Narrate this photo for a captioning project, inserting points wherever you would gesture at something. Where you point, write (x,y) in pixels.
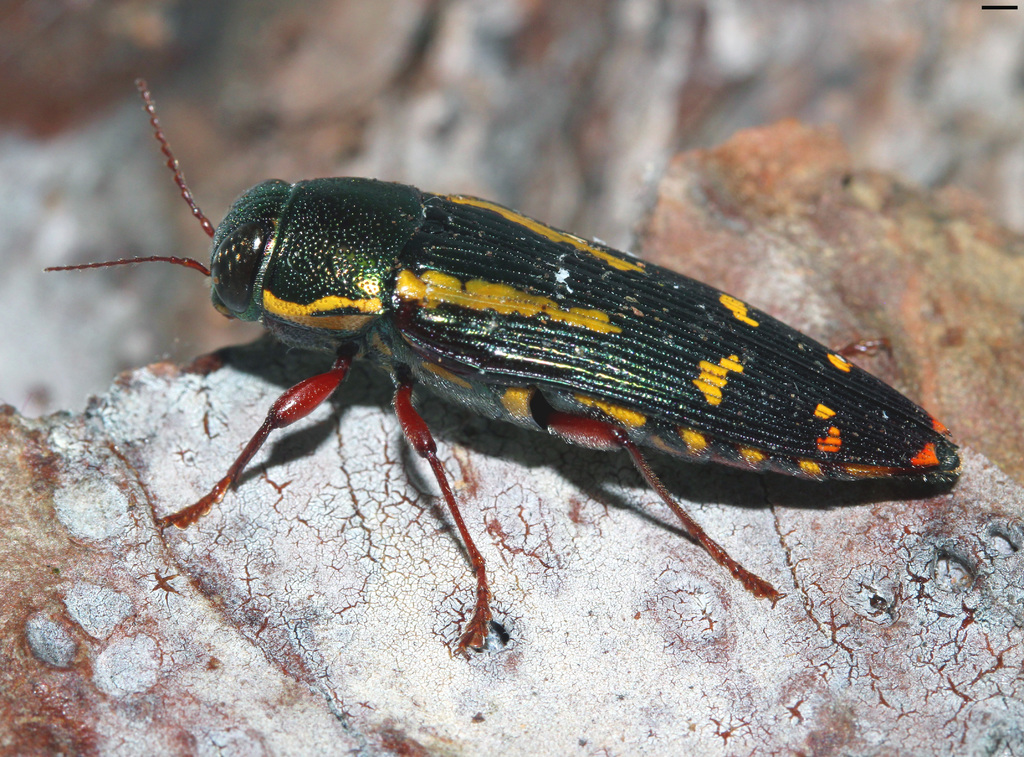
This picture shows a insect (786,406). it is green, yellow and red in color.
